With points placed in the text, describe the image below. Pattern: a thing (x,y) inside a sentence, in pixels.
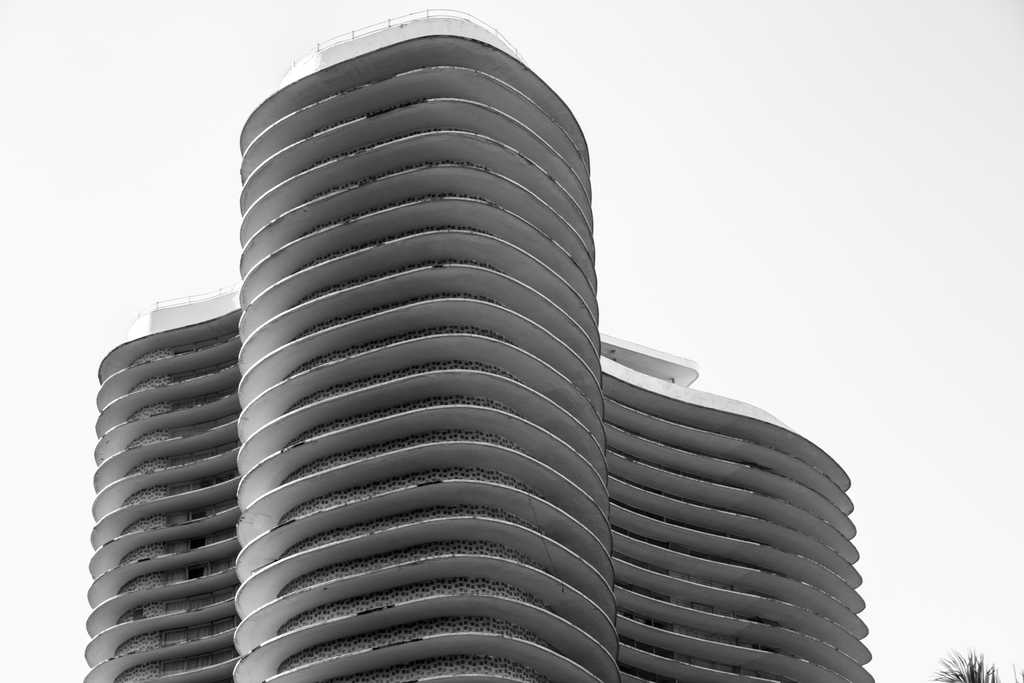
In this image, we can see a building (505,401). On the right side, we can see some plants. In the background (126,90), there is white color.
